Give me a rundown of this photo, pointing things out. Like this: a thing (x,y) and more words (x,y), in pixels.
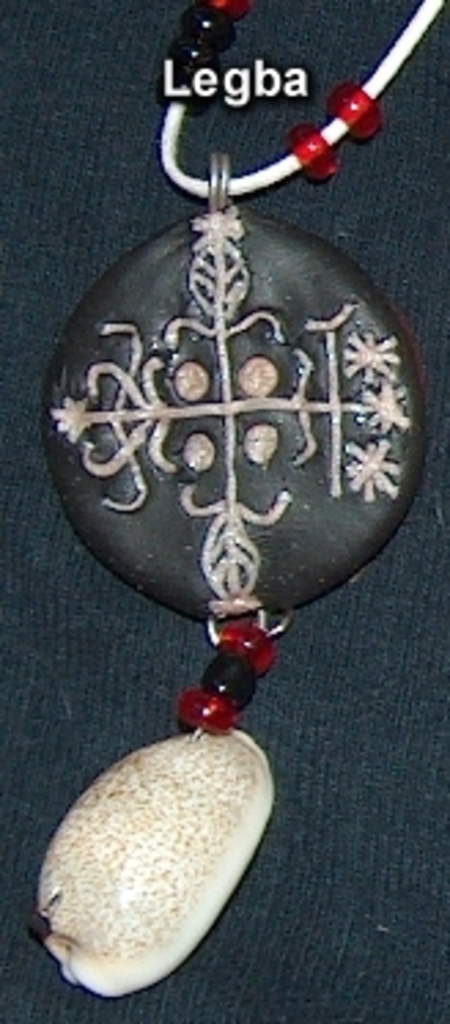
In this picture, we can see a locket (177,563) on an object (341,10), and we can see some text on the top side of the picture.
